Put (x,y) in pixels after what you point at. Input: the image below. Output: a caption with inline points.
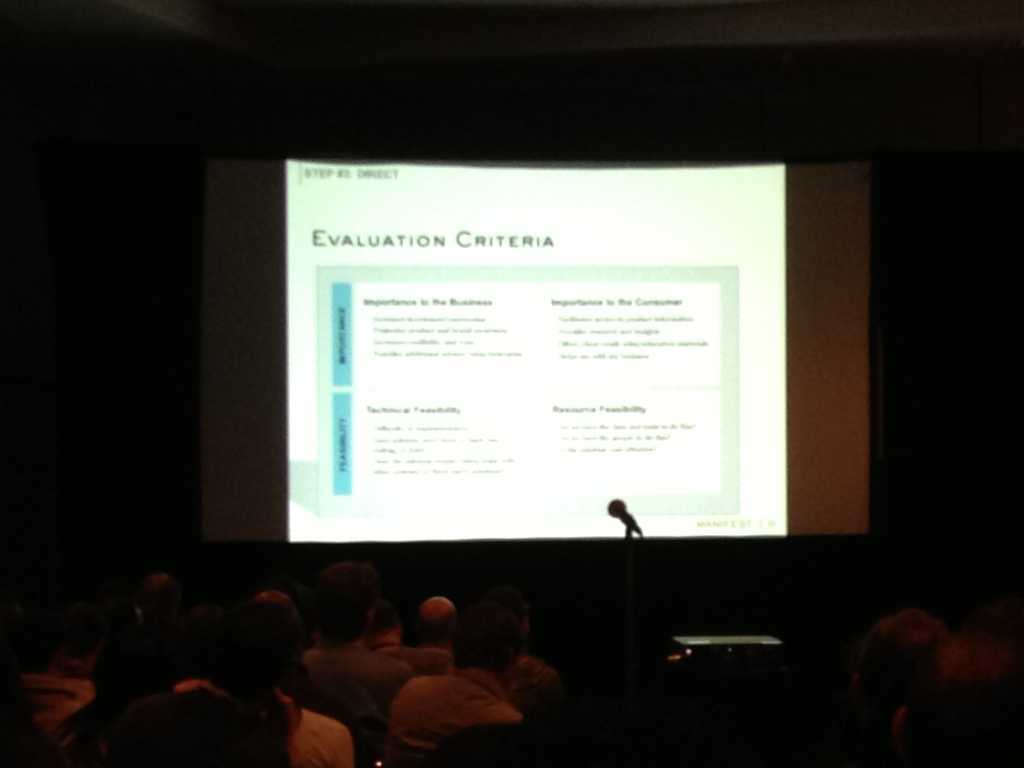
In this image we can see few persons (295,643) are sitting on the chairs (490,743), projector (696,657) on a stand (768,684), screen (512,330), mic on a stand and in the background (793,127) the image is dark.
